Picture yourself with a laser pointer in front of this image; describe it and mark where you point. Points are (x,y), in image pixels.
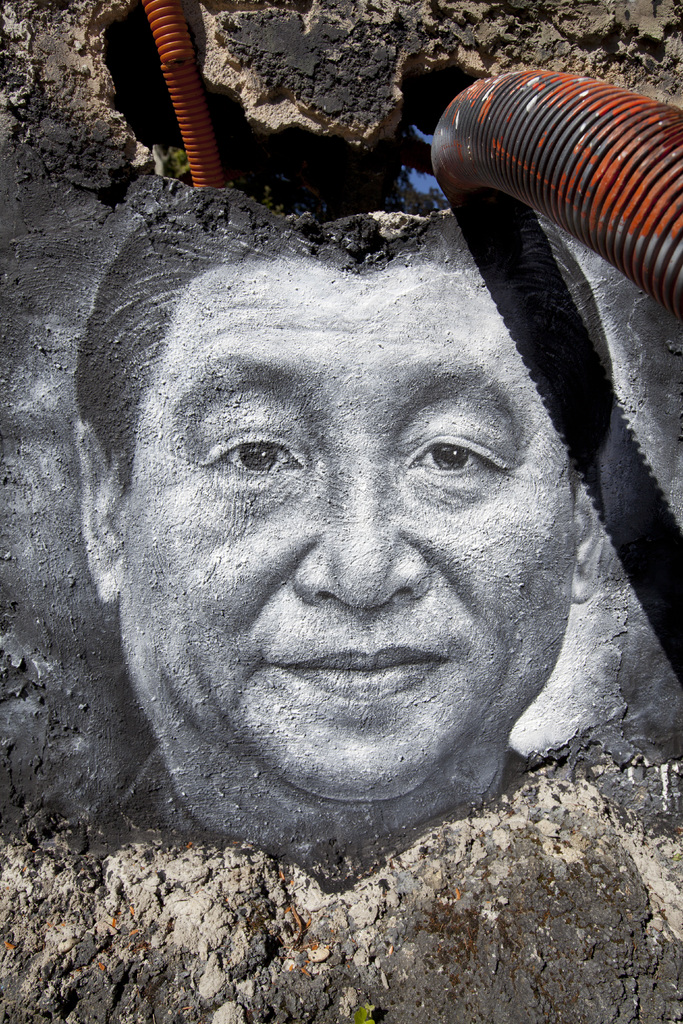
In this image I can see person art (347,513) which is in black and white color. We can see orange color pipes (533,131).
